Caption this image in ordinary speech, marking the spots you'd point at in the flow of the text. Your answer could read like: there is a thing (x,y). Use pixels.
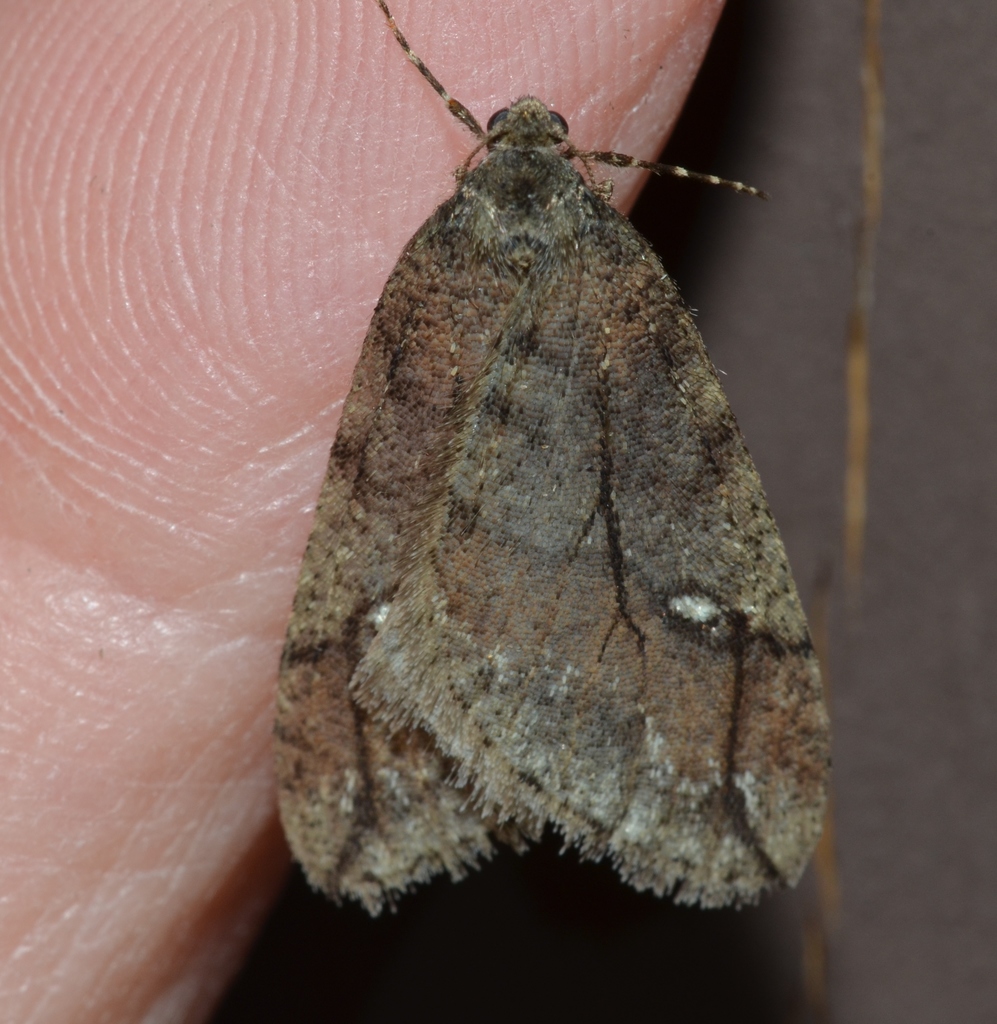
As we can see in the image there is wall (847,371), an insect (579,345) and human palm (342,344).
